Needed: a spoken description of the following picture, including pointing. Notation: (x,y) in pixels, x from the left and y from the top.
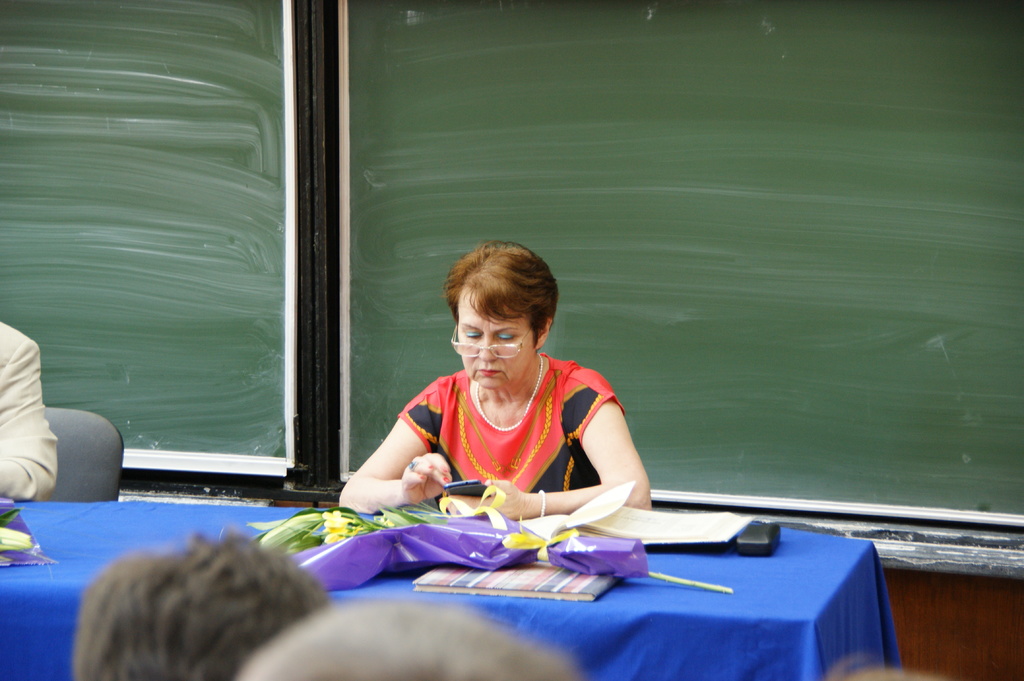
This picture shows a woman (400,484) seated on the chair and holding a mobile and we see a book (586,579) and few flowers (303,521) on the table (638,601) and we see some people (226,575) seated on the side.
